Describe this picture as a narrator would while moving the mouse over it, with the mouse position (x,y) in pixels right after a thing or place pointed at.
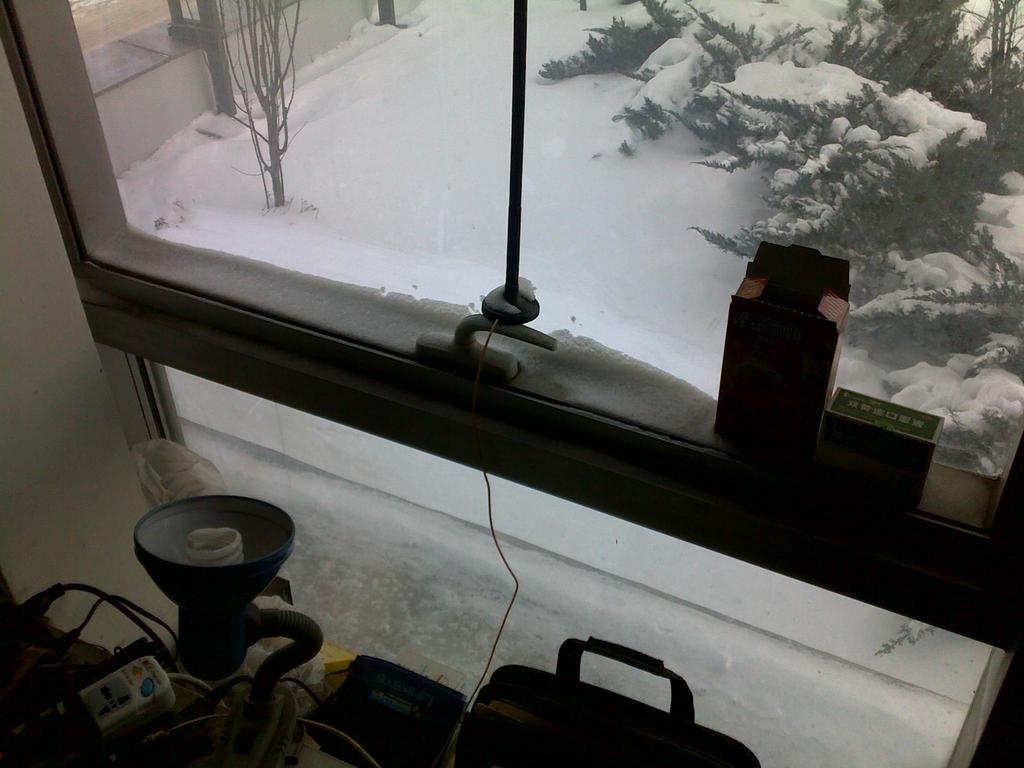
The picture is taken from a house (472,609). In the foreground of the picture (213,615) there are cables (32,614), bags (621,709), boxes (768,421), window (414,612) and other objects (241,690). Outside the window (621,222) there are trees (794,135), wall (177,77) and snow (583,211).
